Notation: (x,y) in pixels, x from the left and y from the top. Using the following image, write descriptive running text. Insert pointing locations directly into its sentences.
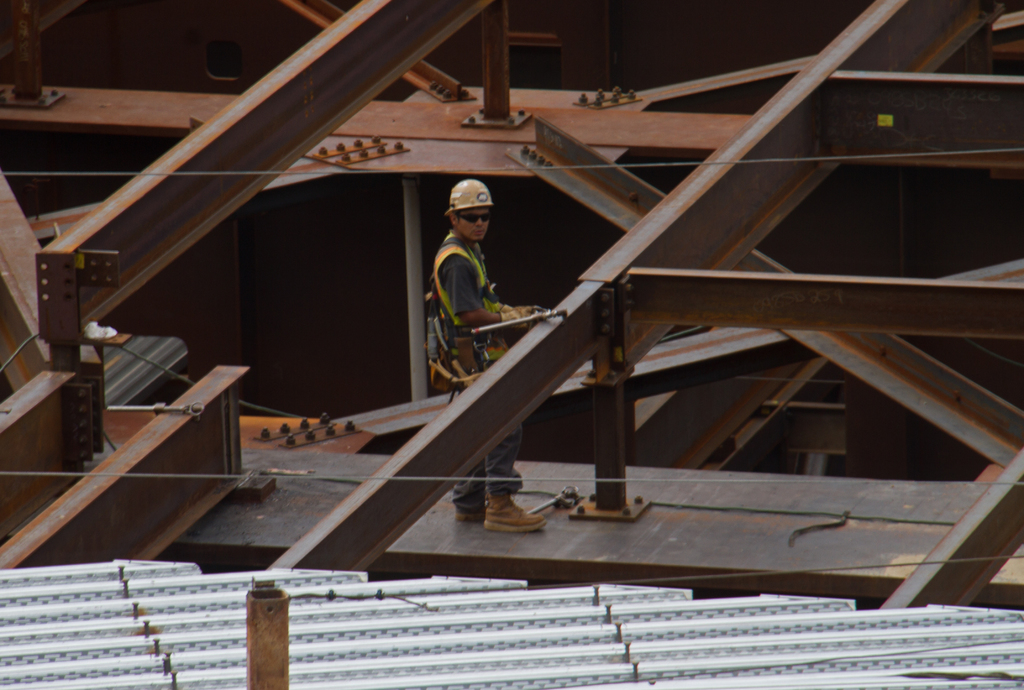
In this image we can see there is a person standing on the iron rod (289,517). And there is a shed (380,616).
